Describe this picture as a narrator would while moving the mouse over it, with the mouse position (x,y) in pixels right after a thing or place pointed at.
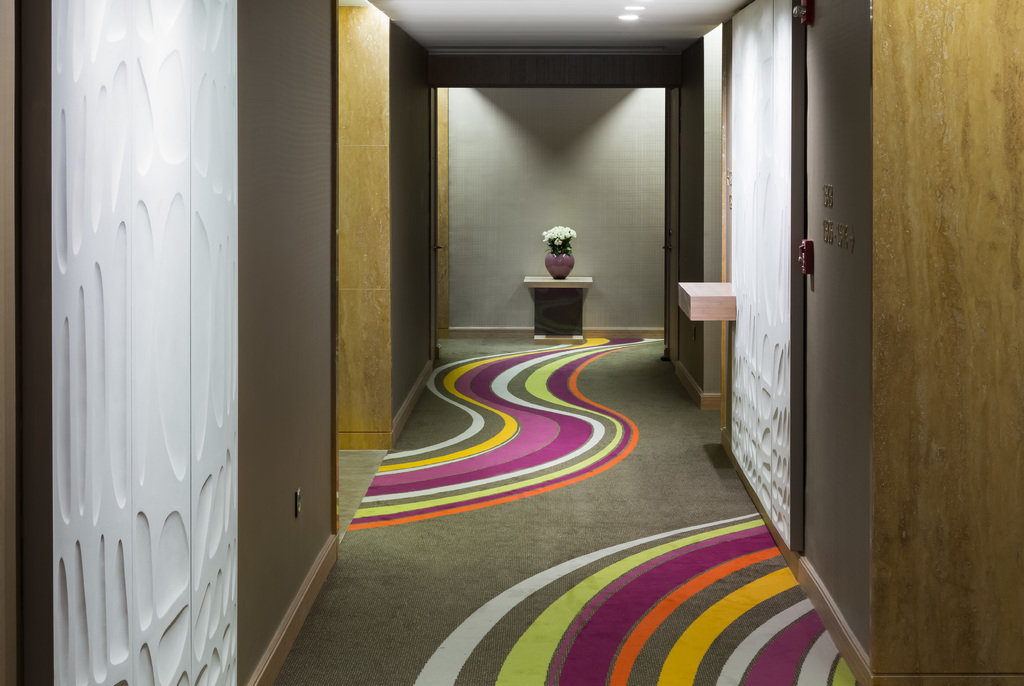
In this picture I can see there is a carpet (482,606) on the floor (536,606), the carpet (482,606) has different colors on it. There is a door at right side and there are few lights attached to the ceiling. In the backdrop (544,238) there is a flower vase (559,265) placed on the table (535,299) and it has a few flowers (558,248) in it.
